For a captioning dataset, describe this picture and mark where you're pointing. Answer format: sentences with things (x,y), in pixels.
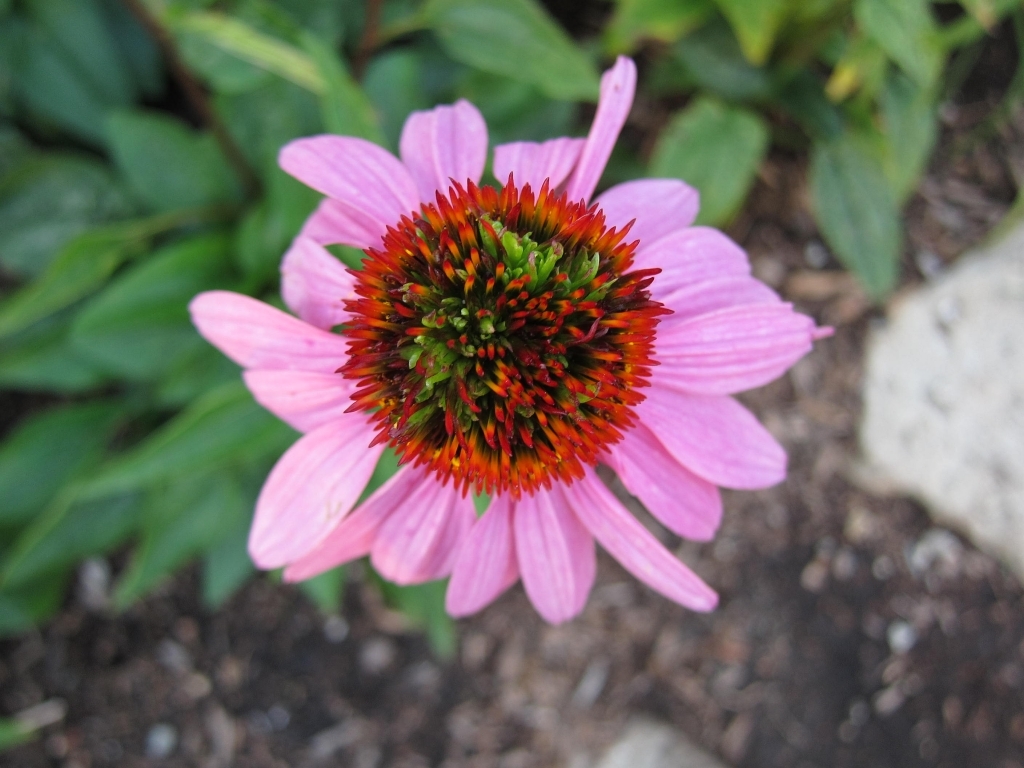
There is a plant (757,348) which is having pink color flower (445,519). In the background (626,578), there are other plants (818,117) on the ground (171,717) on which, there are stones (872,441) and other objects (729,673).
